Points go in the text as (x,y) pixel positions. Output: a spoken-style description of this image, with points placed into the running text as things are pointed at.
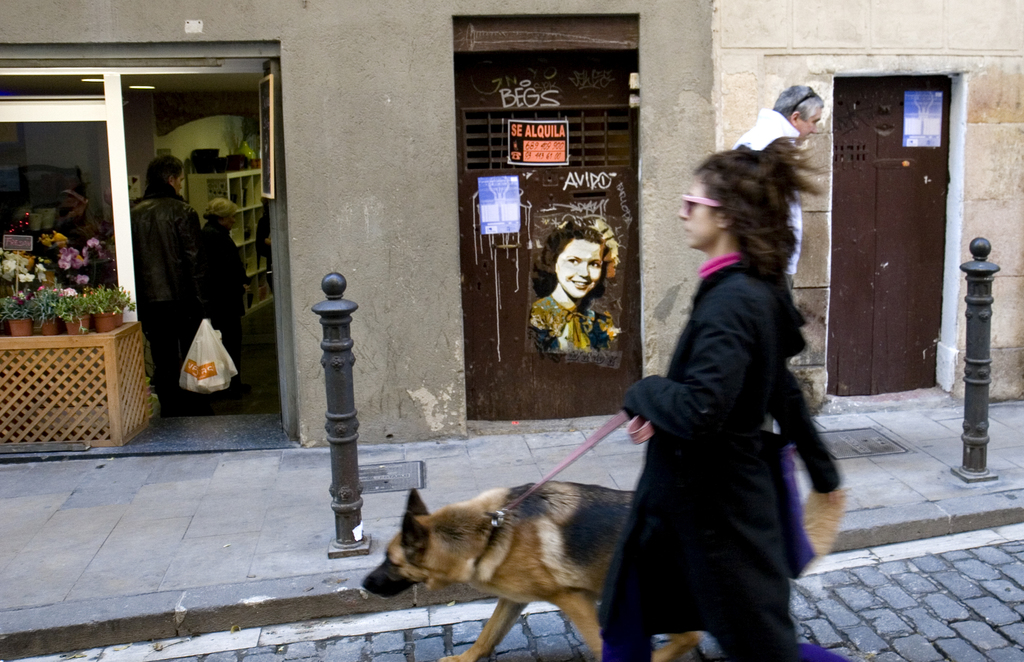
In this image there is a girl (723,469) who is taking her dog (542,563) for a walk on the road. At the background (172,107) there is a store (181,118) in which there are few people (205,224) and a man (778,113) walking on the side walk (909,448). And there is a wall (400,63) on which there are stickers (565,285) and posters (528,149) on it.
